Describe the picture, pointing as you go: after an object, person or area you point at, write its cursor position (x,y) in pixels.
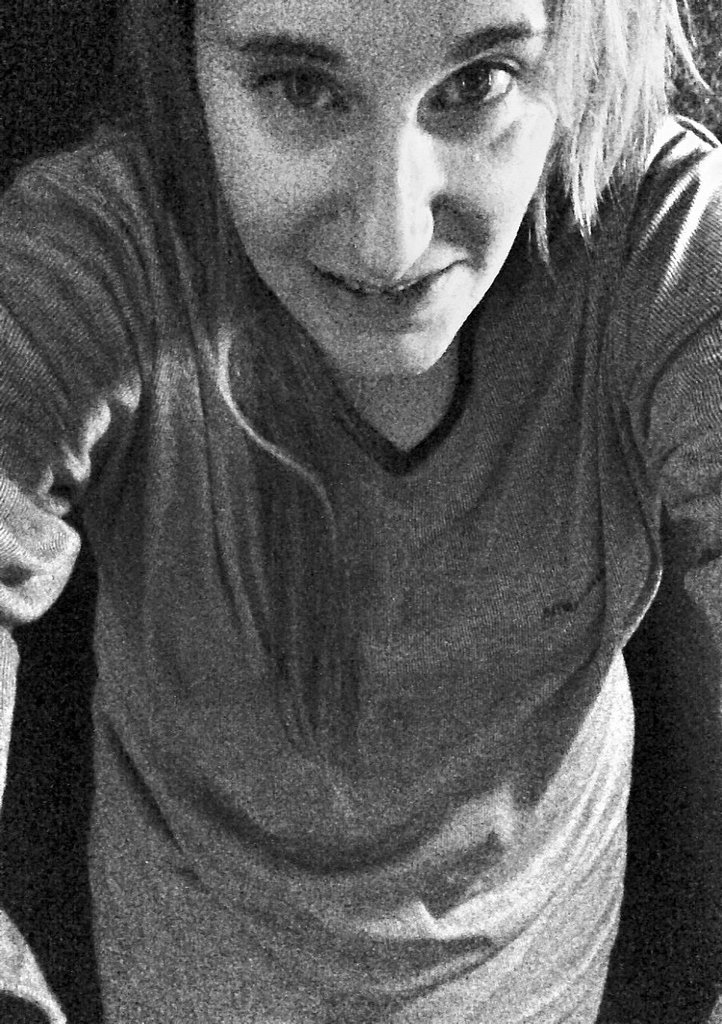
In this image in the front (477,665) there is a person (462,655) standing and smiling.
